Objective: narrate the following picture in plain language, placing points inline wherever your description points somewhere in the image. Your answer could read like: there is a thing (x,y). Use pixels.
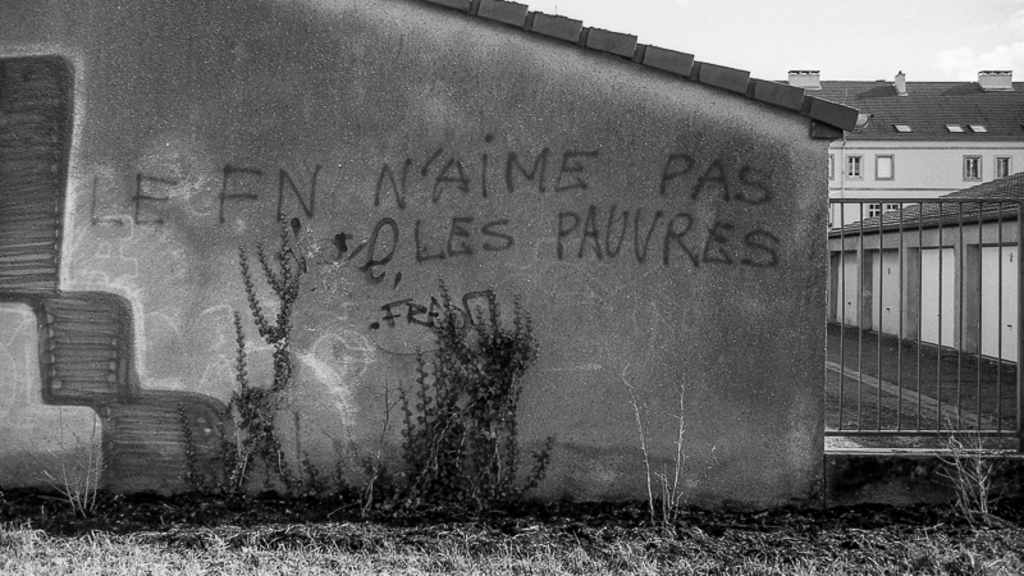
On the left side (59,179), there are texts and paintings (58,161) on the wall (306,336) of the building (347,276). Besides this building (421,141), there are plants (231,468) and grass (353,527) on the ground (503,529). On the right side (920,334), there is a fence (920,319). Outside this fence (1023,322), there are buildings (924,191) which are having roofs (964,99) and windows (970,170). In the background (921,39), there are clouds (675,1) in the sky (730,6).
